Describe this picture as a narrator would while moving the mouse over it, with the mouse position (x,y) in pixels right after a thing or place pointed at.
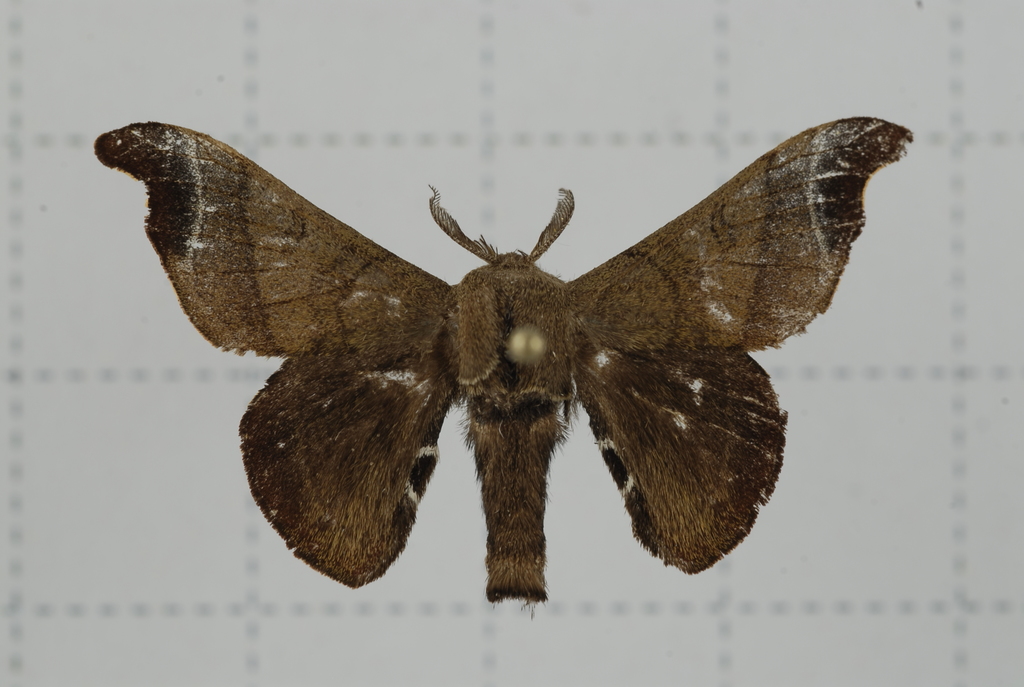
In this image we can see a moth (270,348) which is brown in color pinned on a grid (537,215).
